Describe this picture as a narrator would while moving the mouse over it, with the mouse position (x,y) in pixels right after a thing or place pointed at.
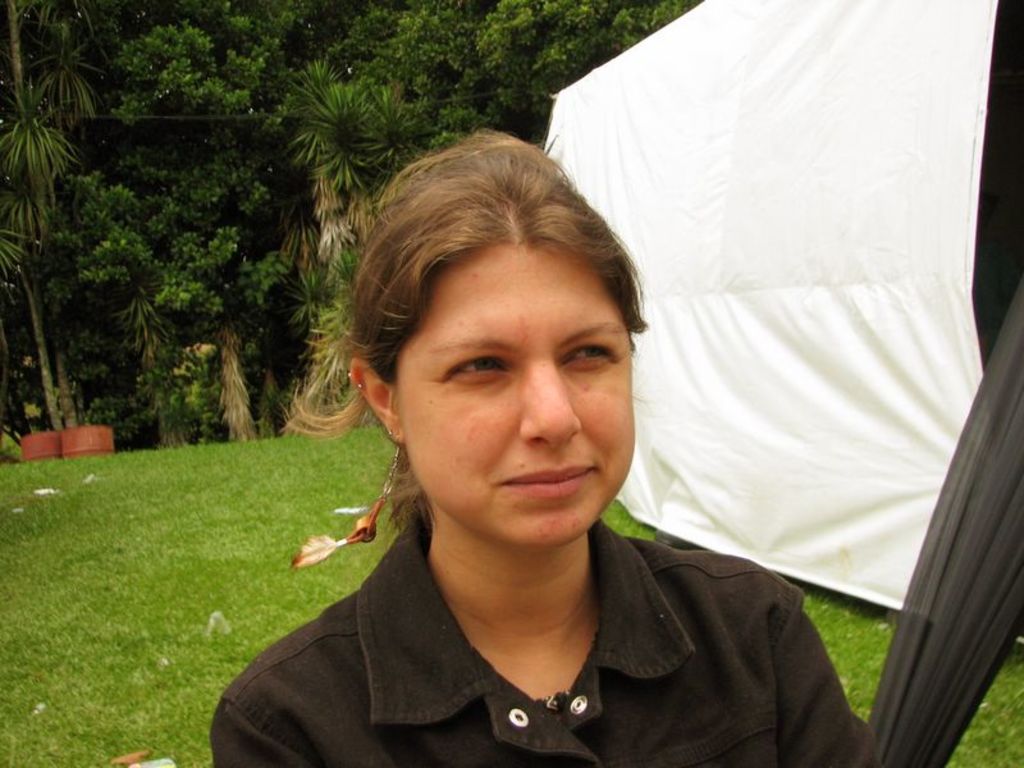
This picture is clicked outside. In the foreground (454,697) there is a person (724,685) wearing black color shirt (597,680) and she seems to be standing on the ground (295,610). In the background (276,119) we can see the green grass (170,526), plants (178,375), trees (311,126) and a white color tent (886,180).
